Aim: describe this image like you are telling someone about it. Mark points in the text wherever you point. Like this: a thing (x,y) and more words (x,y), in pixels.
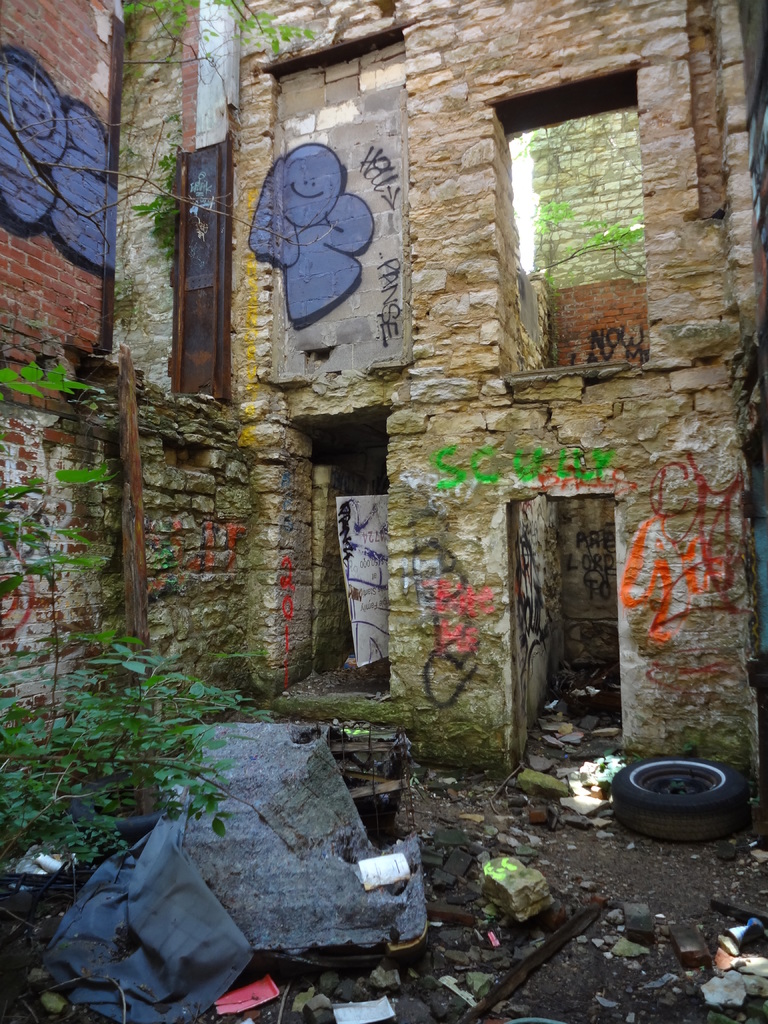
In this image there is a wall (447,244) of a house (324,255). There are paintings (459,628) and plants (97,406) on the wall (283,174). In front of the house (412,701) there are plants (58,830), rocks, clothes (110,936), a tyre (633,804) and a few objects (405,896) on the ground (482,952).
